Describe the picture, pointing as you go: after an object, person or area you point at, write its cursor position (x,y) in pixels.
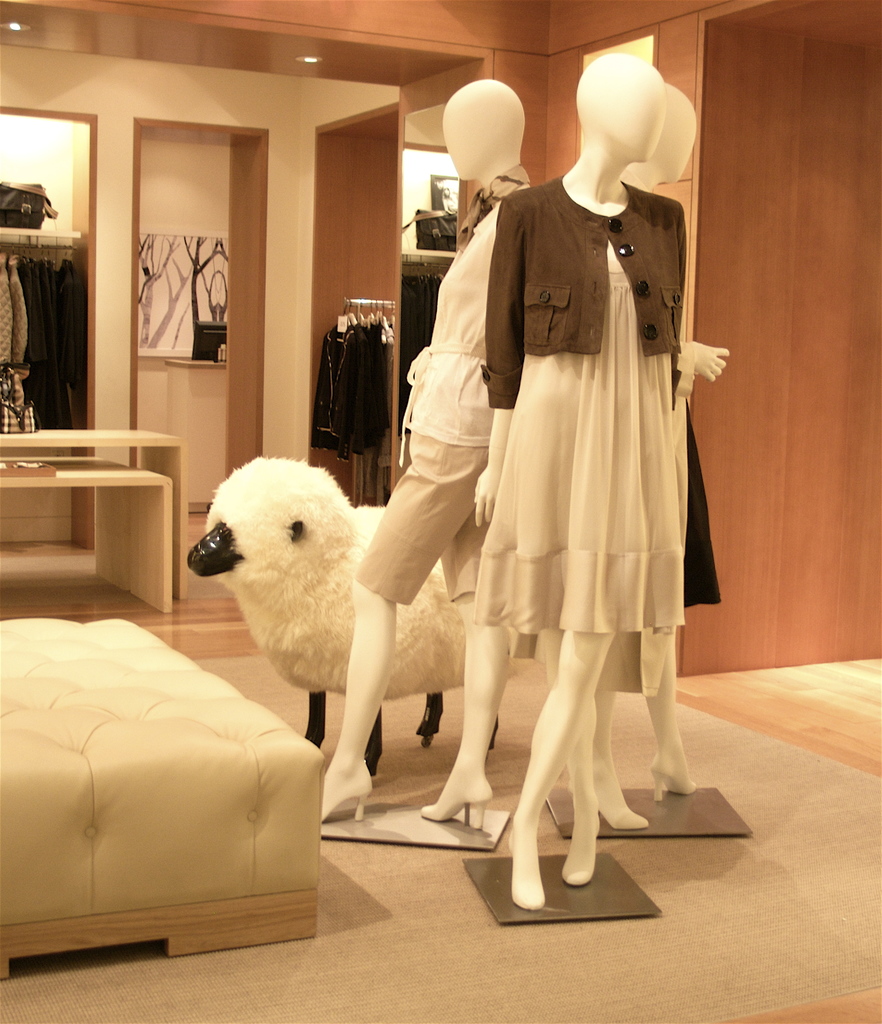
In this image, we can see some mannequins (451,810). We can also see a sheep toy (321,594). We can see the ground (595,937). We can see an ottoman (206,759) on the left (206,759). We can also see a table (172,481). We can see some clothes (68,372) with hangers (27,252). We can see the wall (271,147) and the roof (368,49) with some lights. We can see some shelves (31,233) with objects (23,205). We can also see the mirror (425,242).
